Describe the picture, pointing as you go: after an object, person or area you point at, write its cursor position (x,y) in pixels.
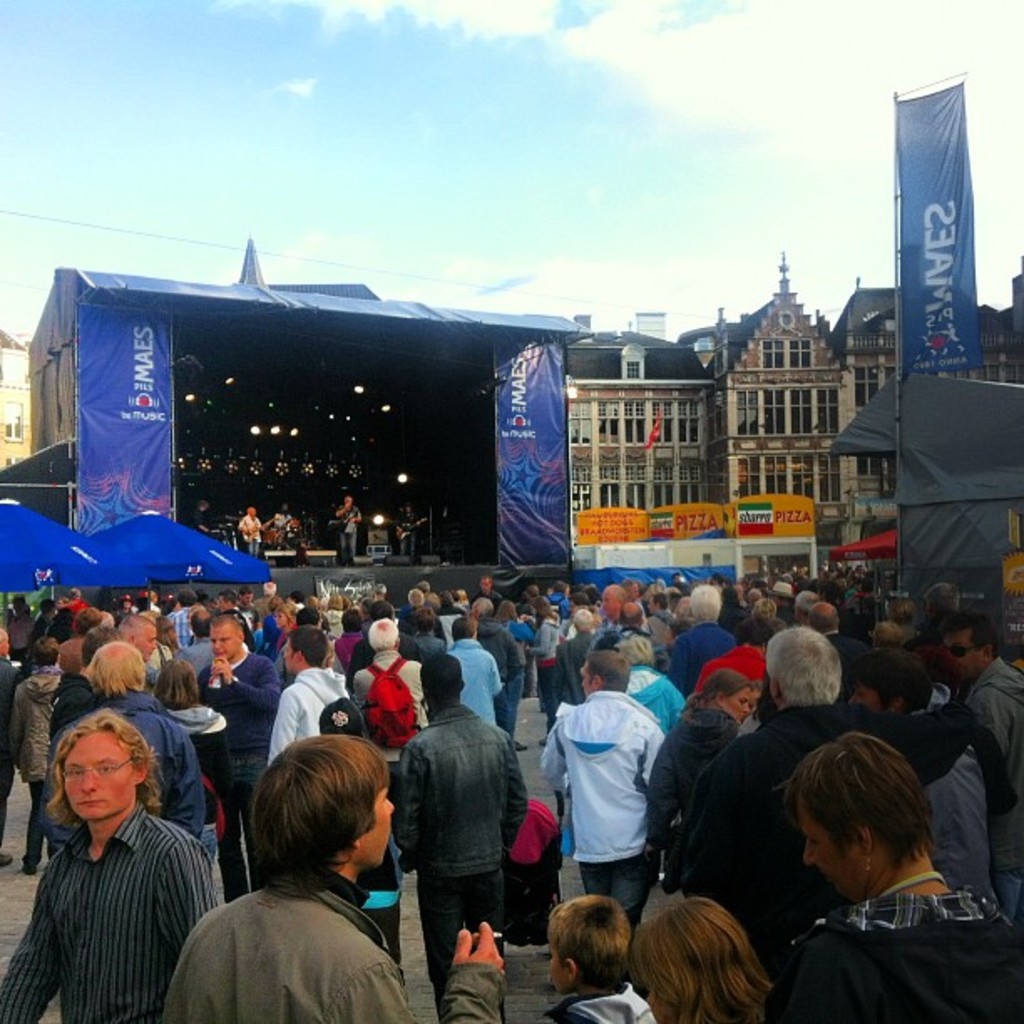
In this image I can see some people (580,788). On the left side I can see some people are standing on the stage (380,559). In the background (768,456), I can see the buildings (709,404) and clouds (623,94) in the sky (484,122).
